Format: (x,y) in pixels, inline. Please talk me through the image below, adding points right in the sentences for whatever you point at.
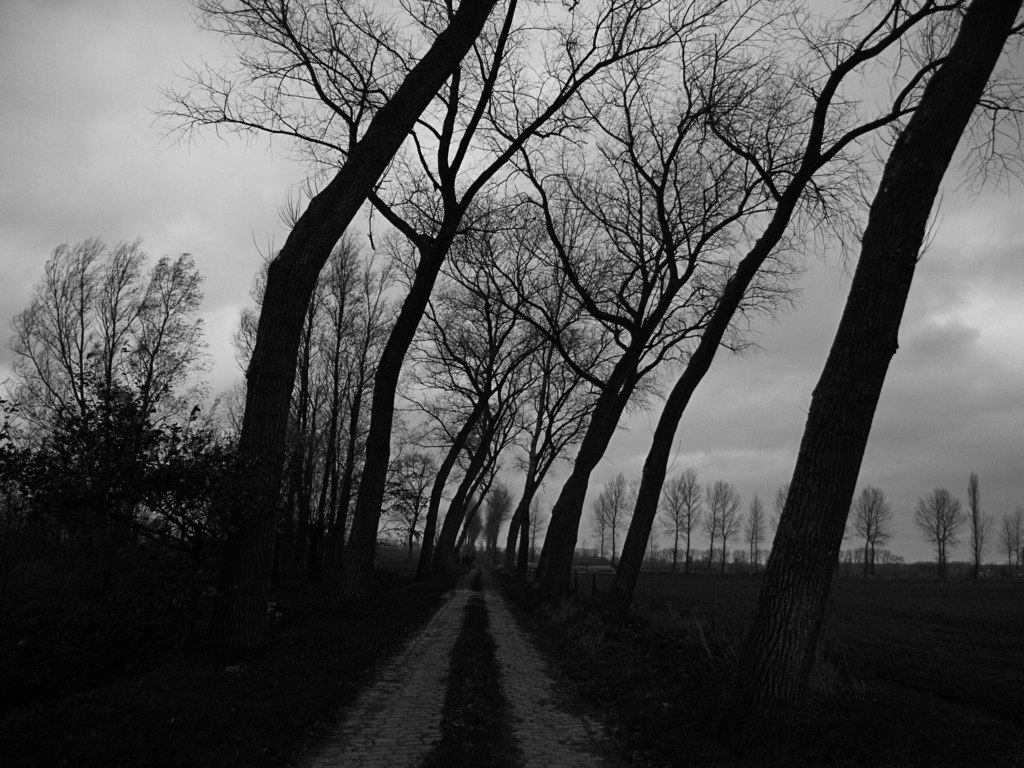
In the image we can see black and white image. In the image we can see there are tree branches (548,221), path (422,653), grass (535,633) and the cloudy sky (107,180).
